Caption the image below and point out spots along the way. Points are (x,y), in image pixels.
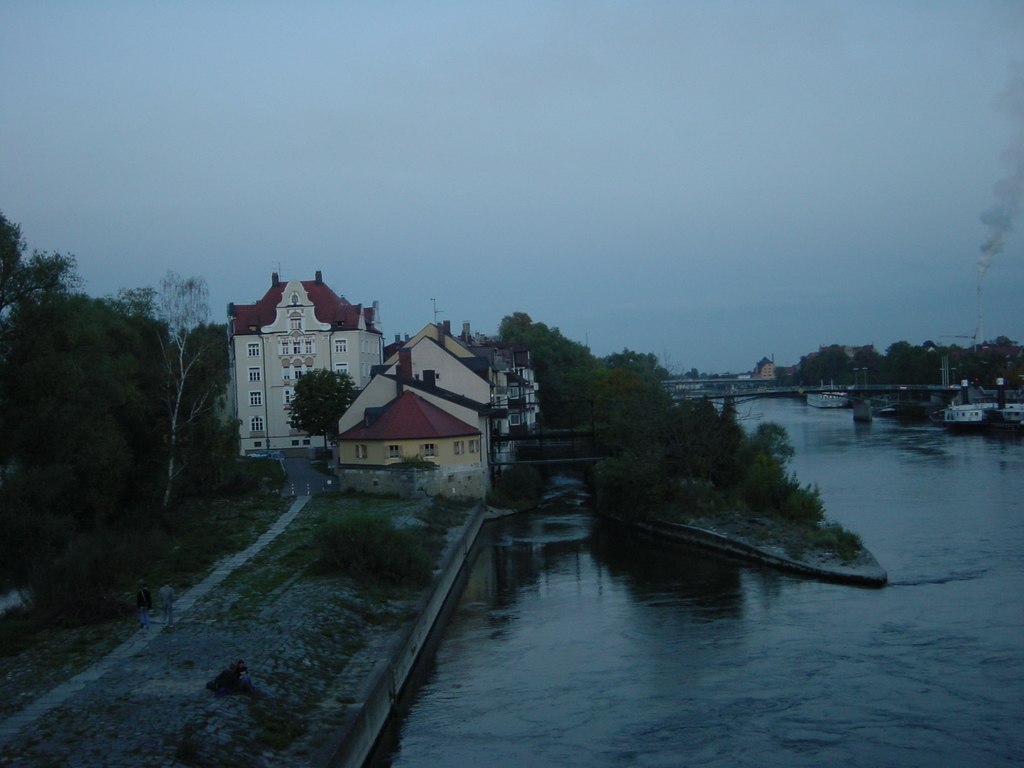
This is an outside view. On the right side (912,532) there is a river (912,547) and I can see a bridge (816,391). On the left side (286,350) there are few buildings (416,349) and two persons (146,625) are walking on the ground (158,630). In the background (139,412) there are many trees (141,417). At the top of the image (410,126) I can see the sky (384,136).
